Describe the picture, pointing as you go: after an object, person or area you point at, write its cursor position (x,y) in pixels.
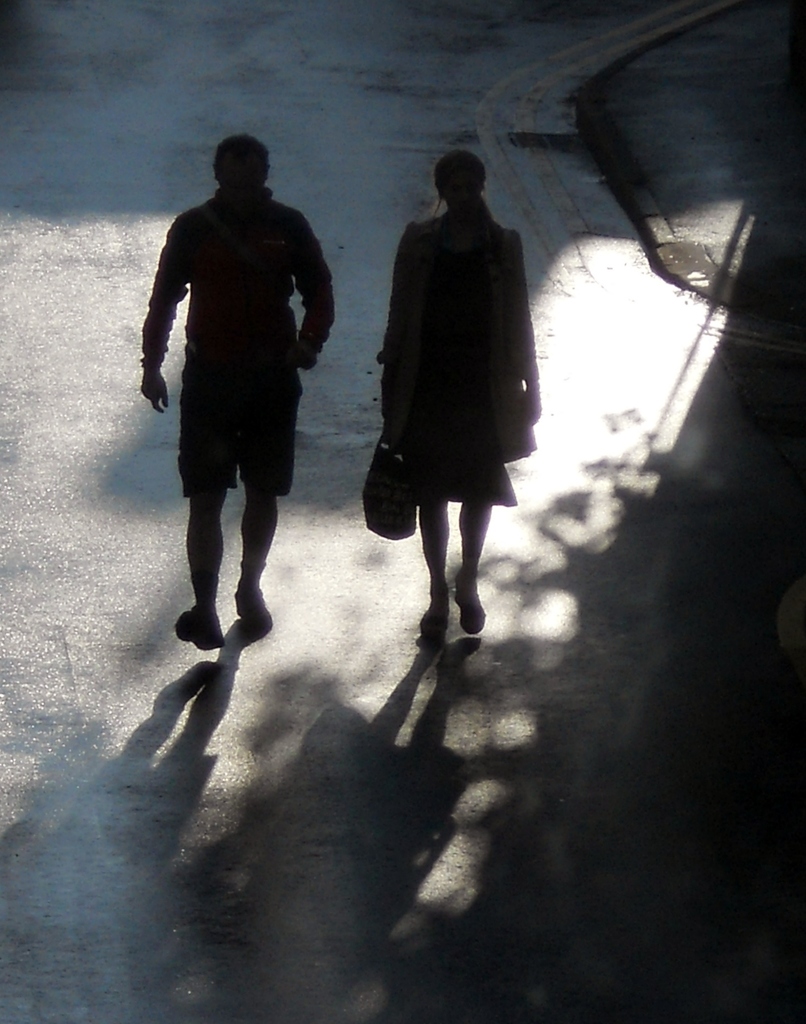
In this picture there is a man (278,459) and a woman (520,254) in the center of the image (477,371) on a road (126,487).
